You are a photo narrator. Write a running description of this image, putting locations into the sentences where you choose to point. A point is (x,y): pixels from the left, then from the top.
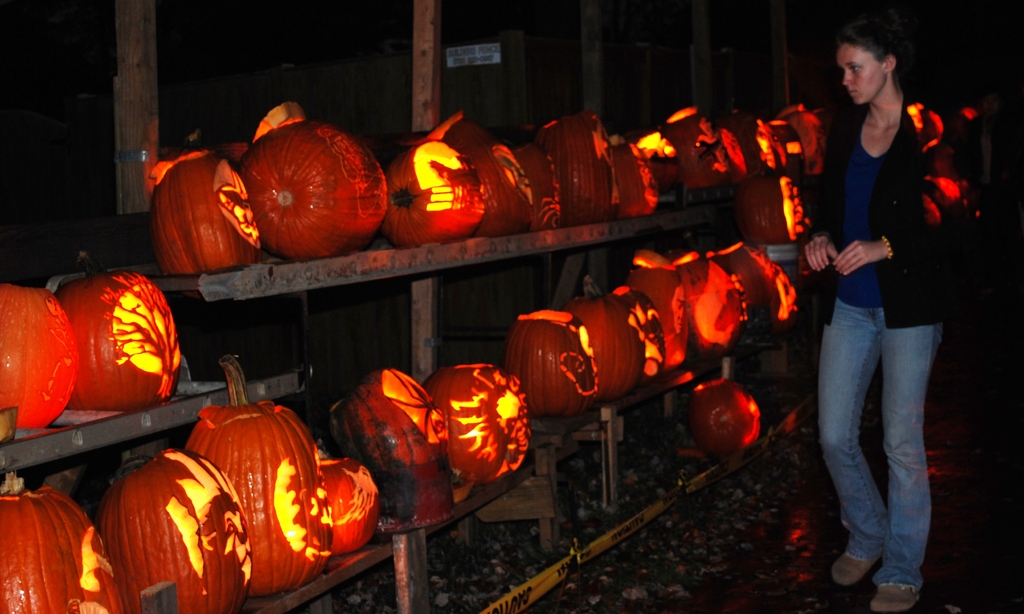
In this picture we can see a woman (895,240) standing here, on the left side (339,233) we can see pumpkins (507,216) here, we can see a dark background (208,40).
